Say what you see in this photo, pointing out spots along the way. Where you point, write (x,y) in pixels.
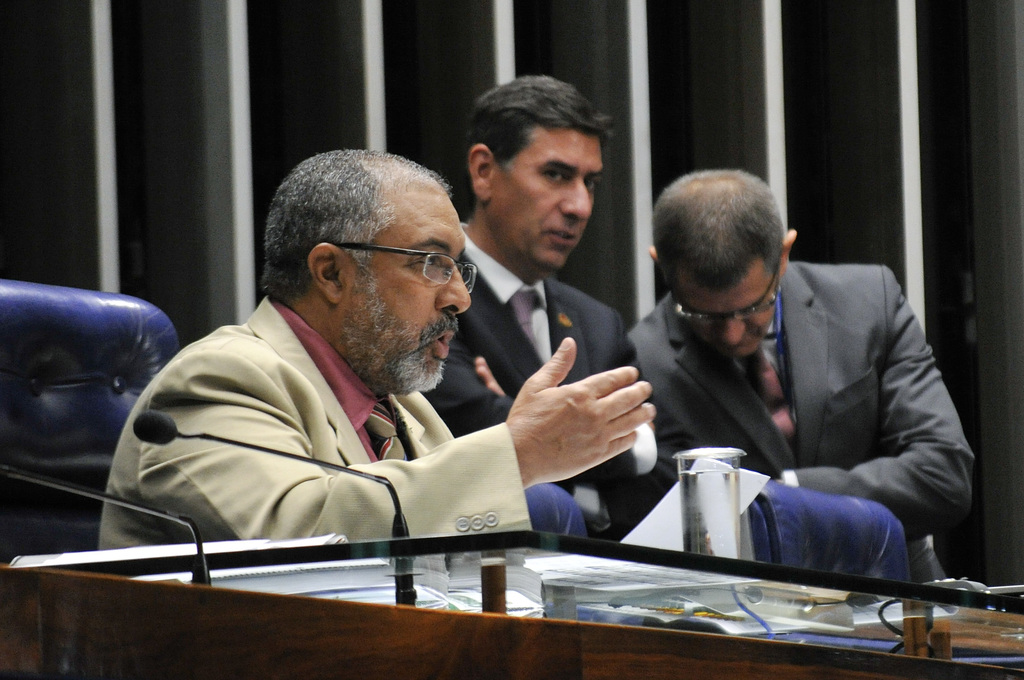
In the center of the image (404,295) we can see three persons (677,302), one is sitting on a chair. At the bottom of the image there is a table (669,596). On the table (414,629) we can see mics (146,512), paper (675,545), glass (712,509) are there. In the background of the image (649,36) there is a wall (741,6).
